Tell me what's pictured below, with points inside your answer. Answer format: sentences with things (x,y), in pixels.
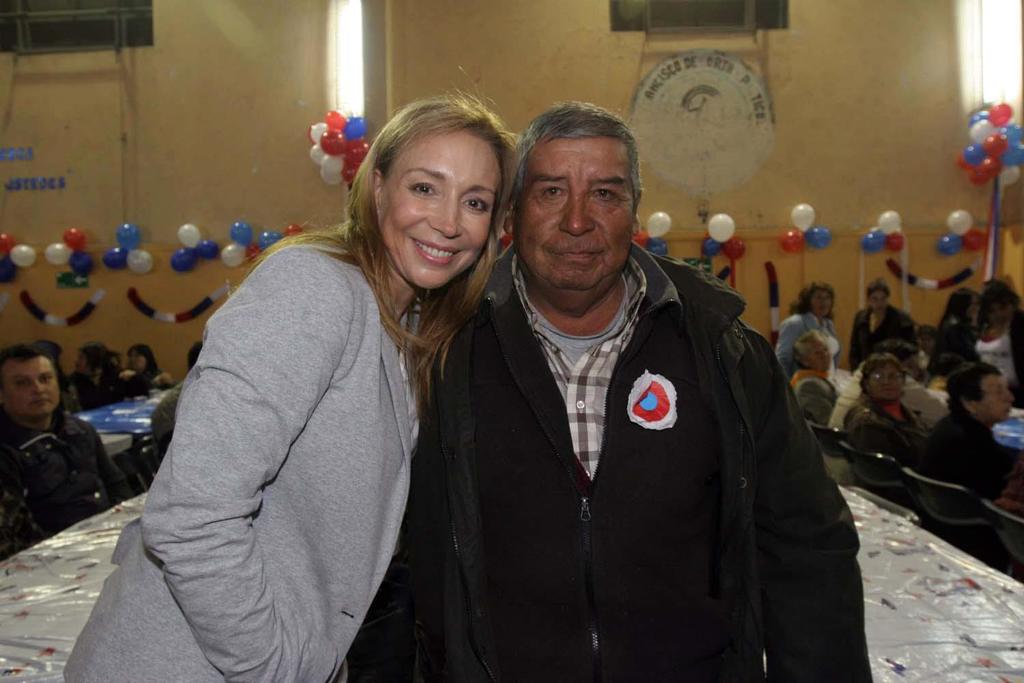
In the foreground of the picture (226,437) I can see two persons (621,304). There is a man (693,470) on the right side (749,504) is wearing a black color coat (732,475). I can see a woman (364,418) on the left side (184,400) is wearing a jacket (365,419) and there is a smile on their face (456,171). In the background (21,388), I can see a few persons (92,435) sitting on the chairs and I can see the balloon decoration (1013,146) on the wall (871,217).
